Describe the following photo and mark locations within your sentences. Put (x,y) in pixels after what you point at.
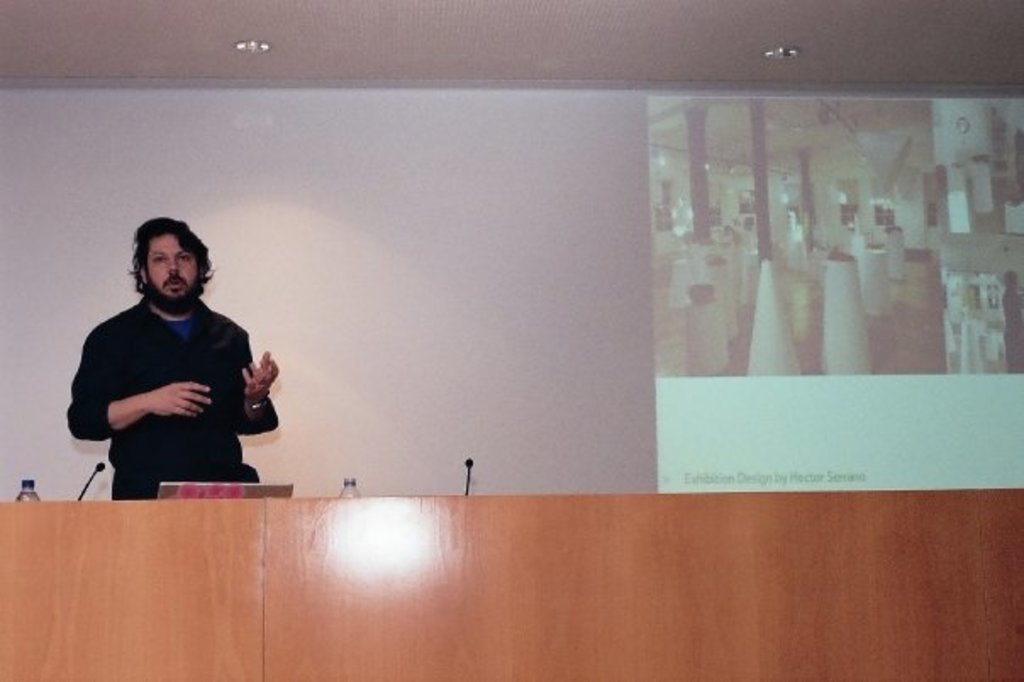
In this picture I can see a man (206,446) standing, there are mikes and bottles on the desks (151,522), there are lights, and in the background (727,373) there is a screen (723,274).
